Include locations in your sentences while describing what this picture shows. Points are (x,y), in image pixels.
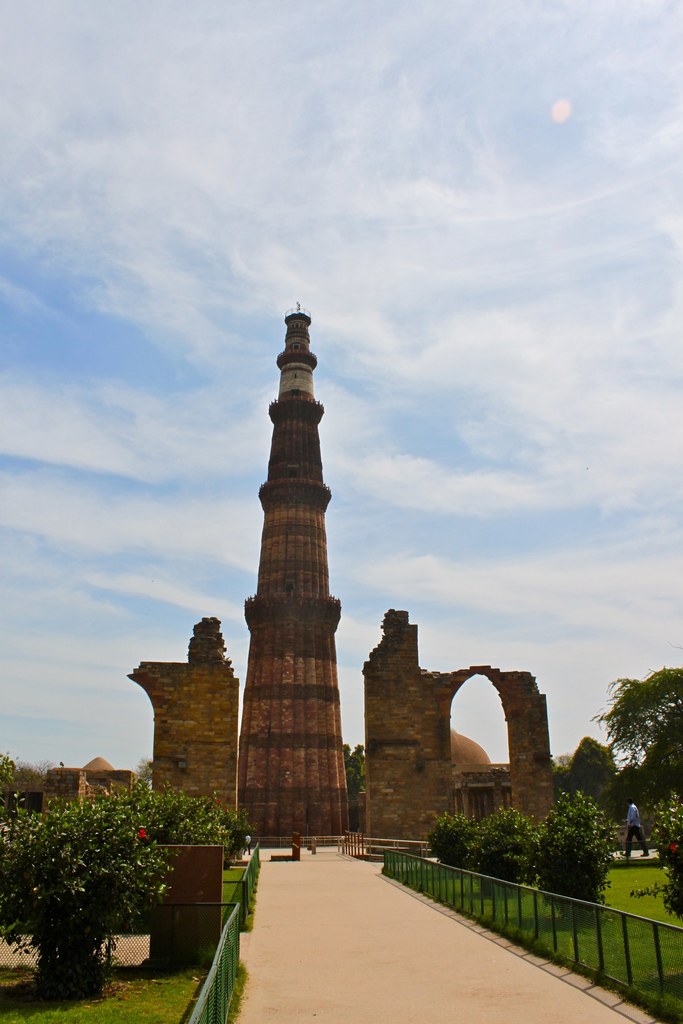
In this picture we can see there are architectures (320,740) and a person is walking. On the left (39,839) and right side of the image (483,881), there are trees (490,822) and the fences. Behind the architectures (239,750), there is the cloudy sky (183,348).
